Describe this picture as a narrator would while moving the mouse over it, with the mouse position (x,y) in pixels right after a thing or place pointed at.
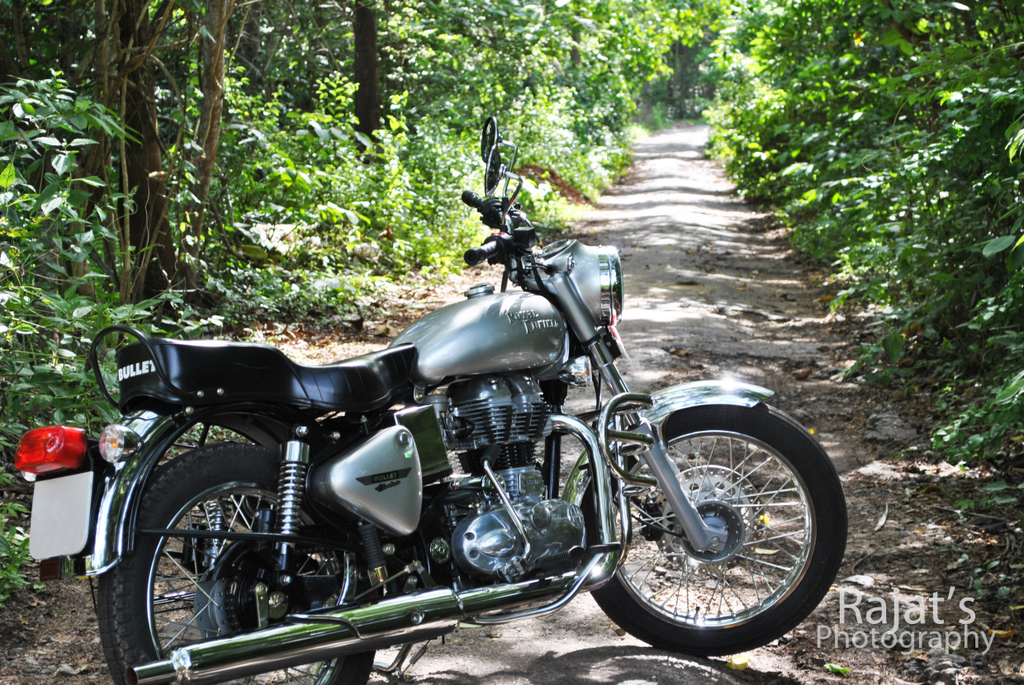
In this image I can see the motorbike (521,592) on the ground (572,663). On both sides of the motorbike (486,537) I can see many trees (511,148).
